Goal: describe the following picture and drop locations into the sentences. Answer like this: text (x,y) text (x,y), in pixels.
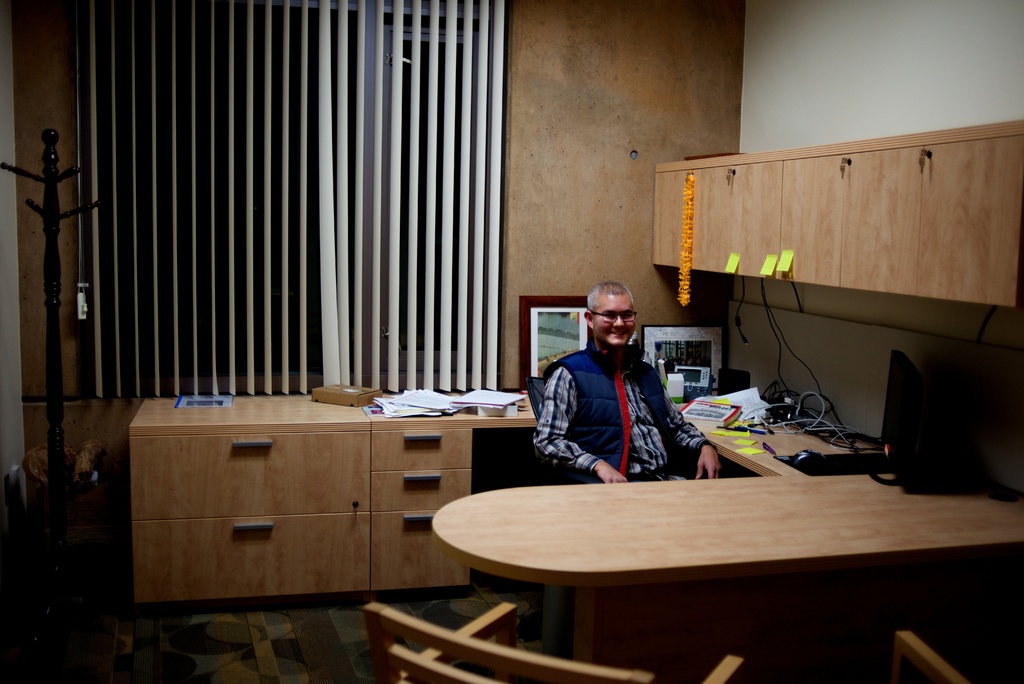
This person (686,432) is sitting on a chair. He wore jacket (596,413) and spectacles (624,321). In-front of this person (623,334) there is a table (841,513). On a table (635,546) there is a monitor (906,438), notebook (723,416), telephone (708,380) and papers (507,392). This is a furniture (301,527). This is curtain (431,262) with window (353,248). This is a pole (56,363).
